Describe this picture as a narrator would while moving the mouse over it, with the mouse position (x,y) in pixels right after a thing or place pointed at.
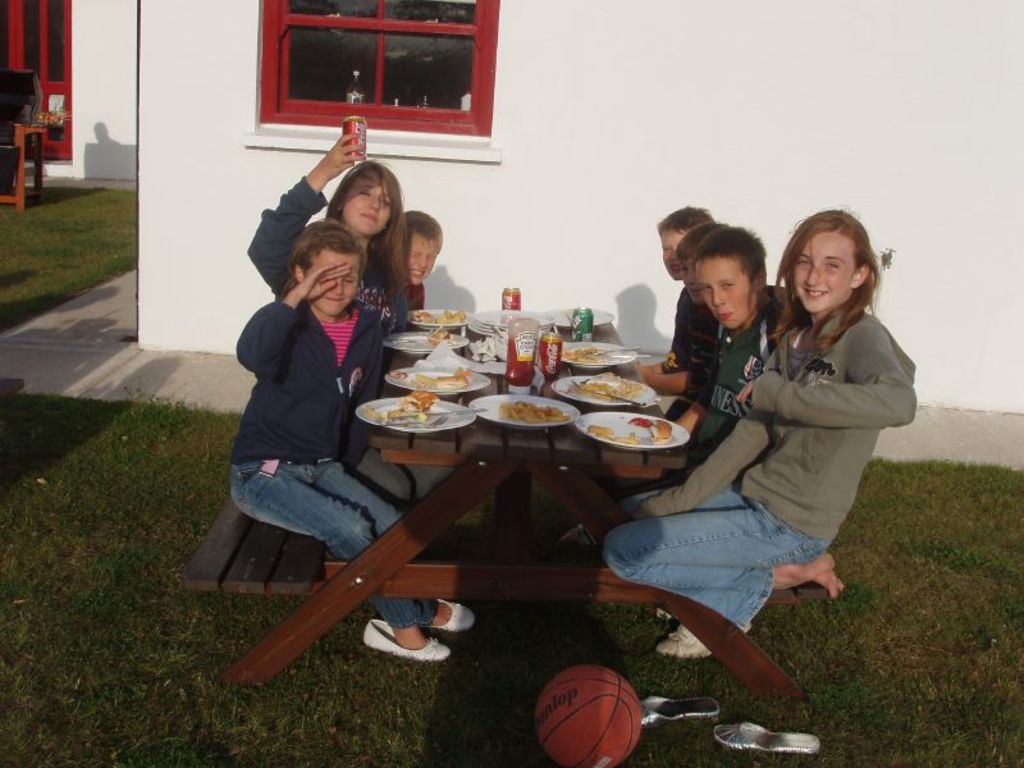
There are seven kids (308,365) sitting on the bench (260,563). In front of them there is a table (529,452). On the table (508,434) there are plates (649,435), one ketchup bottle (521,356), coke tin (549,372), tissue papers (489,337) on it. Beside them there is a basketball (591,725). And to the bottom (104,574) there is a grass (160,702). In the background (430,46) there is a window (446,67) which is in red color. And to the top left corner (50,90) there is a grill (30,101) and a door (50,55).
